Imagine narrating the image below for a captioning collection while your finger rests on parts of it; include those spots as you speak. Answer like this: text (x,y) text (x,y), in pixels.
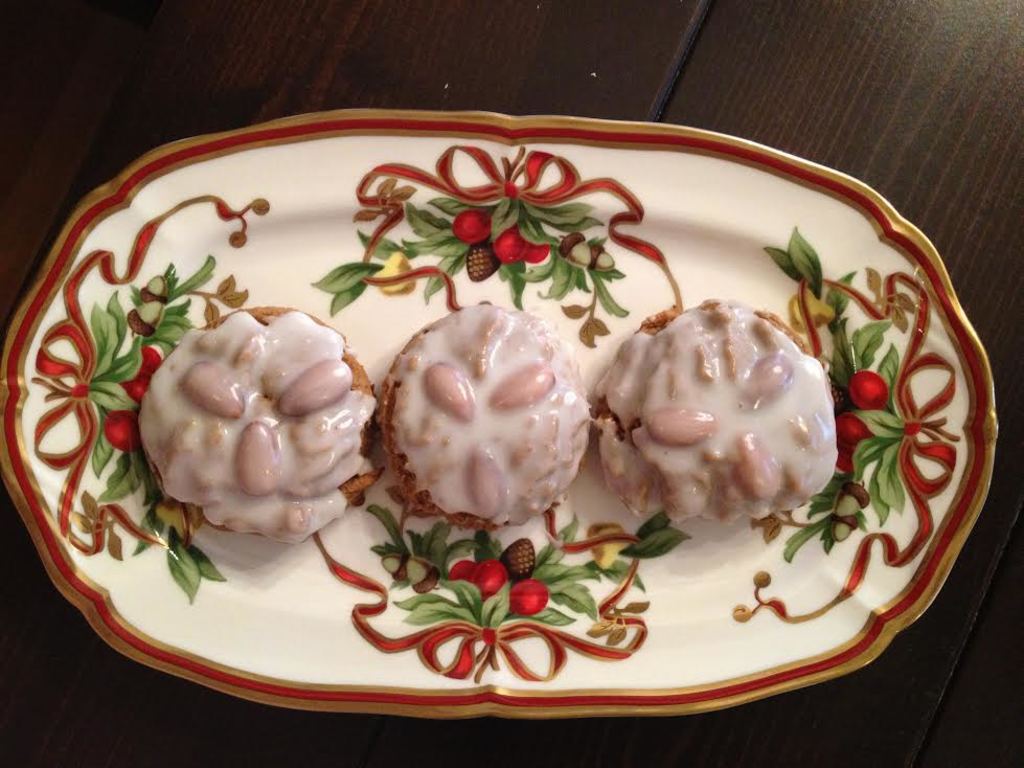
In this image I can see a food (450,386) in the colorful plate (536,263). Food (490,433) is in white and brown color. The plate (584,183) is on the brown and black table (785,87).
